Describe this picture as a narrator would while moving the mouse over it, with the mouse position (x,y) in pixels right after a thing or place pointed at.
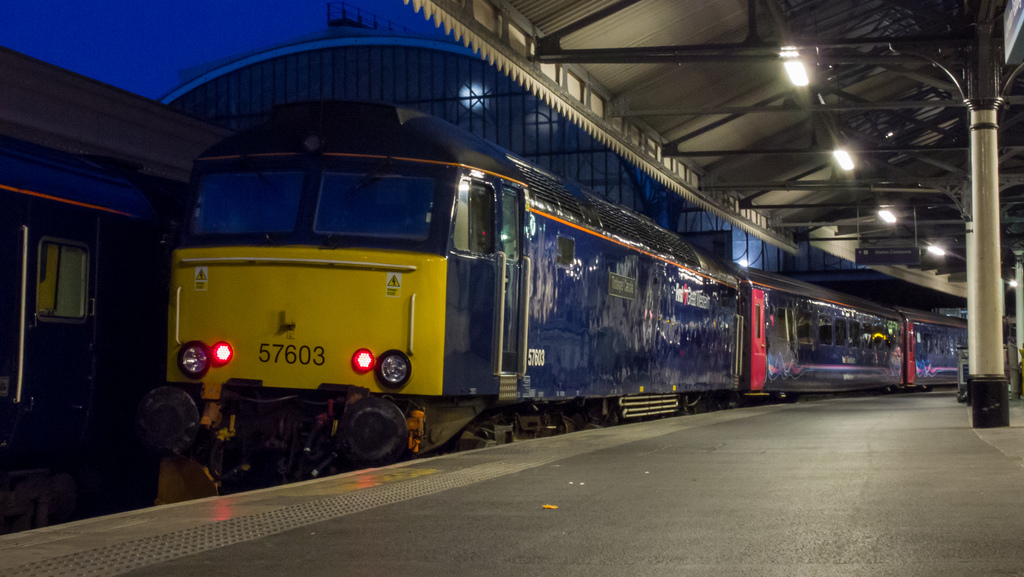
This picture might be taken in a railway station (478,311), in this image in the center (528,331) there are trains (419,333) and at the bottom (739,460) there is pavement (491,503). At the top (648,80) there are some poles (972,207), lights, ceiling (720,134) and at the top (241,20) there is sky (213,20).
